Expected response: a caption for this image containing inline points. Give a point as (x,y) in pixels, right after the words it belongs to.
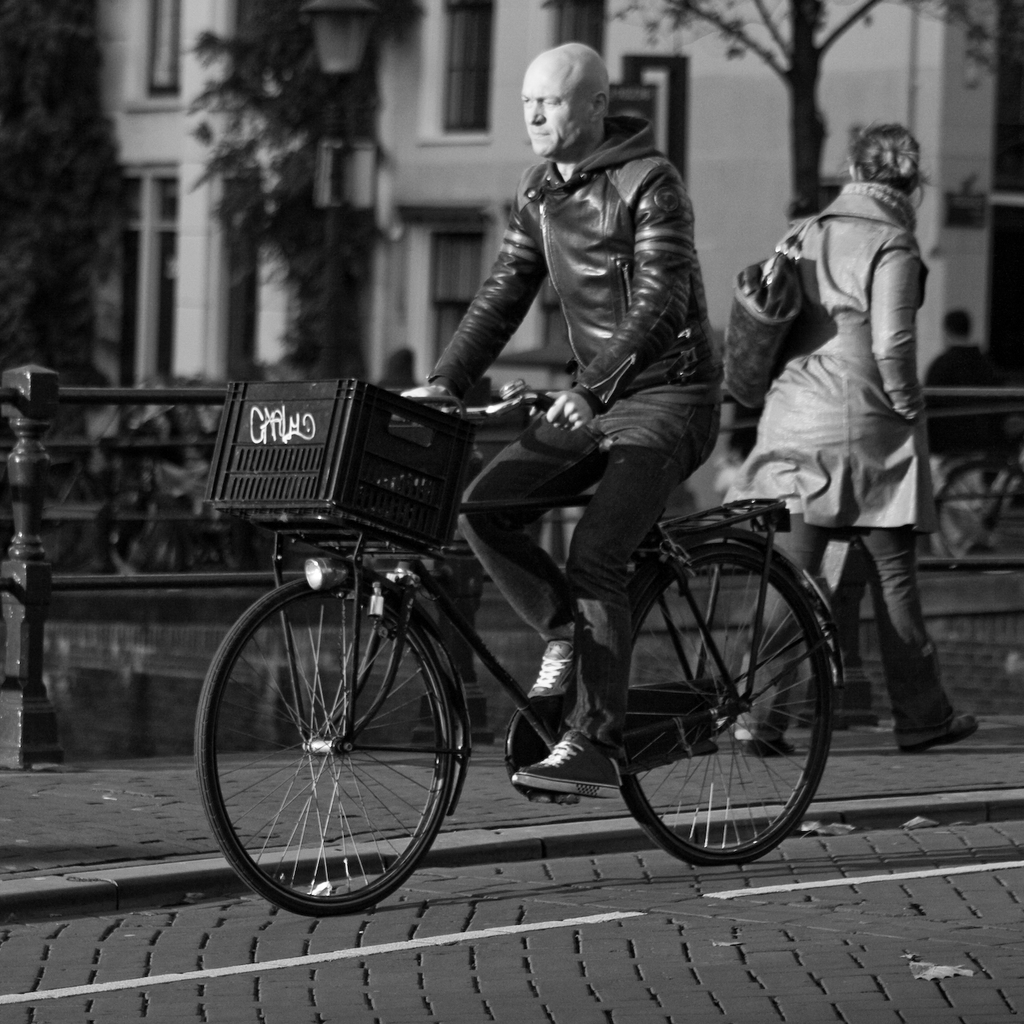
In the image we can see there is a man (555,564) who is riding bicycle (356,705) on the road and there is a woman (881,361) who is walking on the sidewalk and at the back (298,60) there is a building (509,71) and trees (32,146) and the image is in black and white colour.
